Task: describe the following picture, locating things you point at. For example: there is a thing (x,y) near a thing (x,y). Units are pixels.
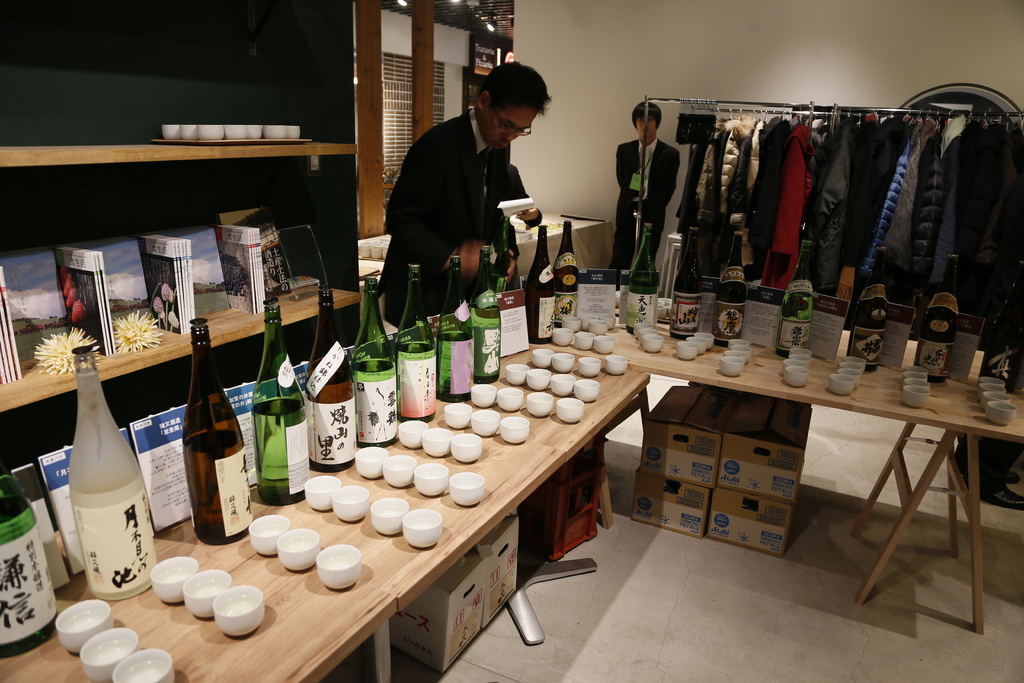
In this picture we can see there are three people (467,188) standing on the floor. In front of the man (426,149) there are tables (568,348) and on the tables (349,523) there are small bowls (583,394), bottles (86,533) and boards (62,471). Behind the man (409,196) there are some objects (215,136) in the racks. Behind the tables (709,360), there are clothes (724,148) hanged. Under the tables (484,459) there are cardboard boxes (669,447) and an object (562,491).
